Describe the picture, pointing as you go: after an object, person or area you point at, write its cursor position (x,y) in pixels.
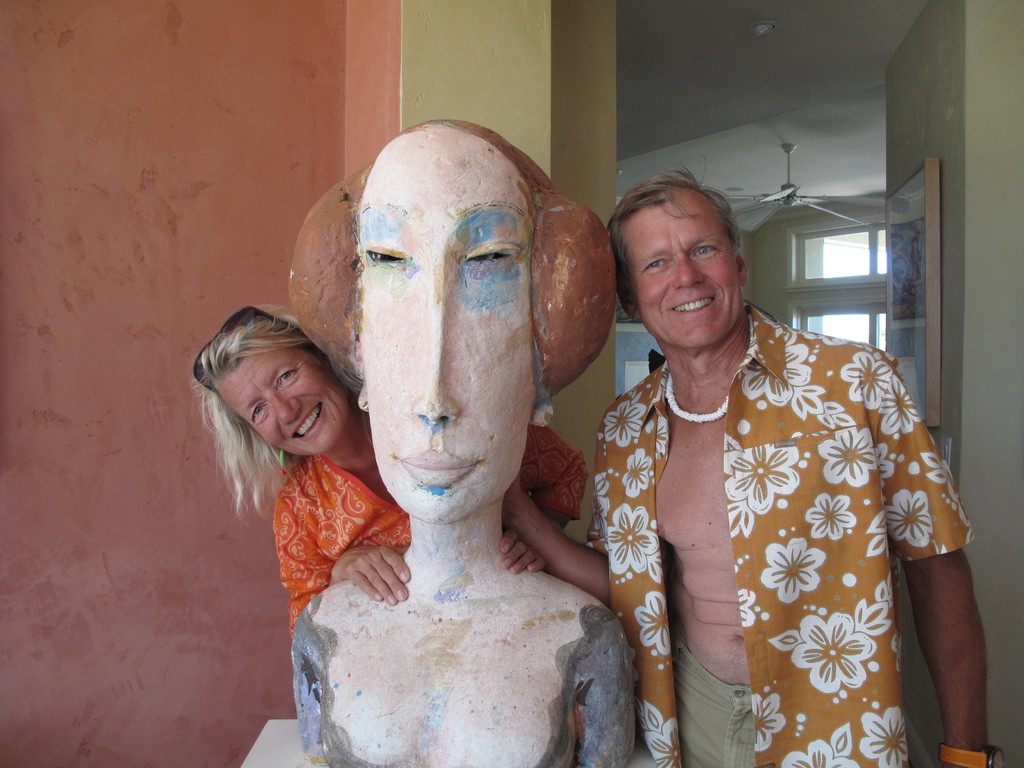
In this image I can see two persons (560,481) and in the front of them I can see a sculpture (517,445). I can also see smile (321,418) on their faces (322,398) and in the background (780,146) I can see a ceiling fan (790,171). On the right side (892,197) I can see a frame (921,173) on the wall (966,469).
